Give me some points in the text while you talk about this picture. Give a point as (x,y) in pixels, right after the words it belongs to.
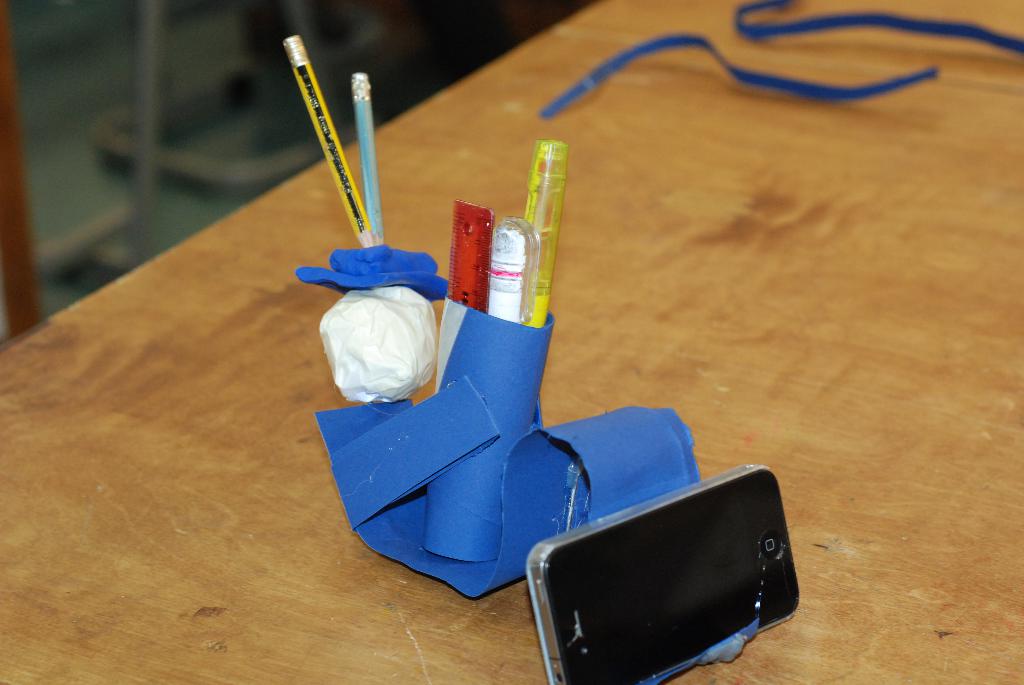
In this image we can see a mobile (587,548), pencil (378,204), pens (540,206), papers (425,418) and a pen holder (329,350) made with paper (489,451) on the wooden surface (752,320). In the top left corner of the image (240,125) there is a blur view.
